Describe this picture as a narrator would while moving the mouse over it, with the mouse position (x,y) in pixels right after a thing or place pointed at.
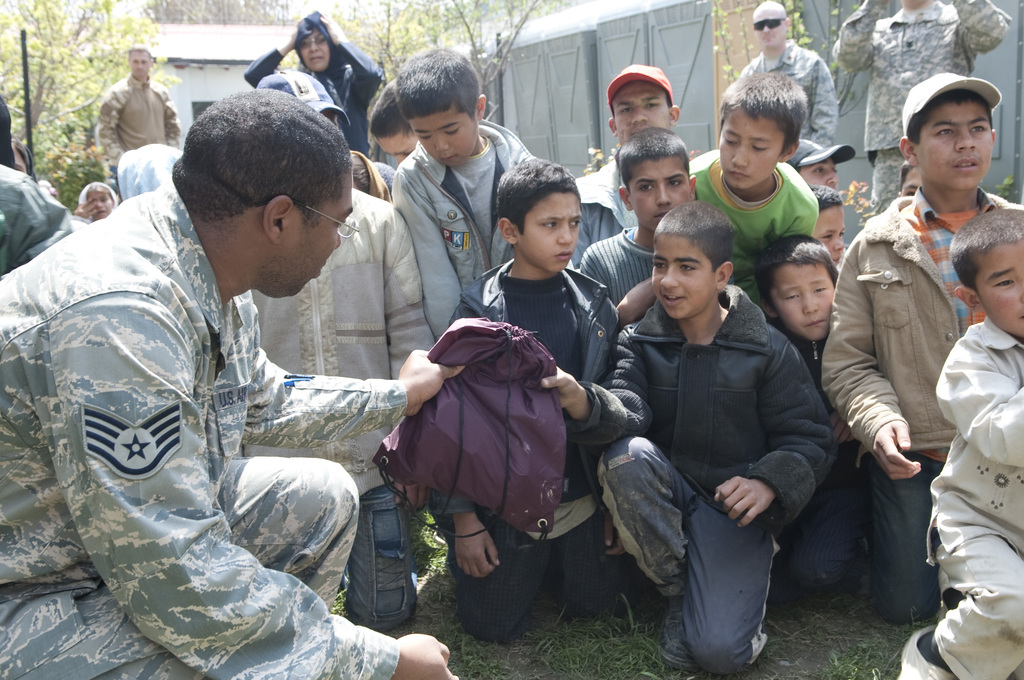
In this image there are many kids (573,298). Here is a man (194,395) holding a bag (517,367). In the background (131,127) there are other people's (129,111), buildings (225,90), wall (551,91), and trees (64,77) are there.
